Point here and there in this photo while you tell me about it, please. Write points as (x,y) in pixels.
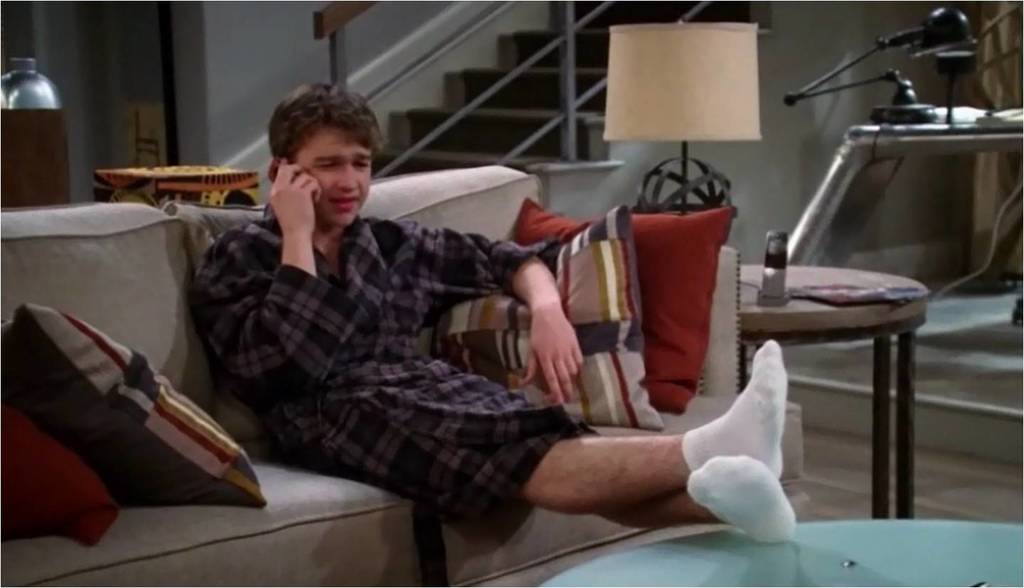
Here we can see a man (242,322) sitting on his couch (83,315) spreading his legs (476,475) towards a table (662,544) in front of him and there are cushions (155,446) beside him and he is speaking on the mobile phone (287,184), at the right side (756,108) there is a lamp (748,126) and behind him we can see a staircase (500,89).
